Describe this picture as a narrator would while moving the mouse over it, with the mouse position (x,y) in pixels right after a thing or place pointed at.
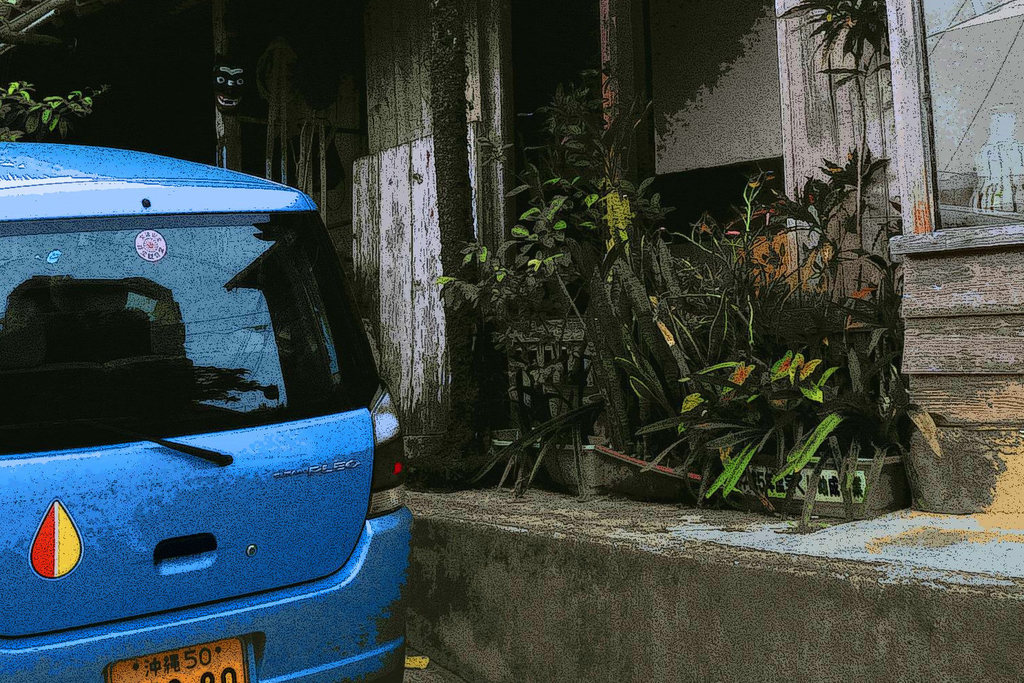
In the picture I can see a car (387,434) on the left side (300,453). I can see a house (1016,343) and there is a glass window (985,104) on the top right side (985,121). I can see the plants (655,390) and there is a scarecrow mask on the wooden pole (218,46) of a house (266,104).
